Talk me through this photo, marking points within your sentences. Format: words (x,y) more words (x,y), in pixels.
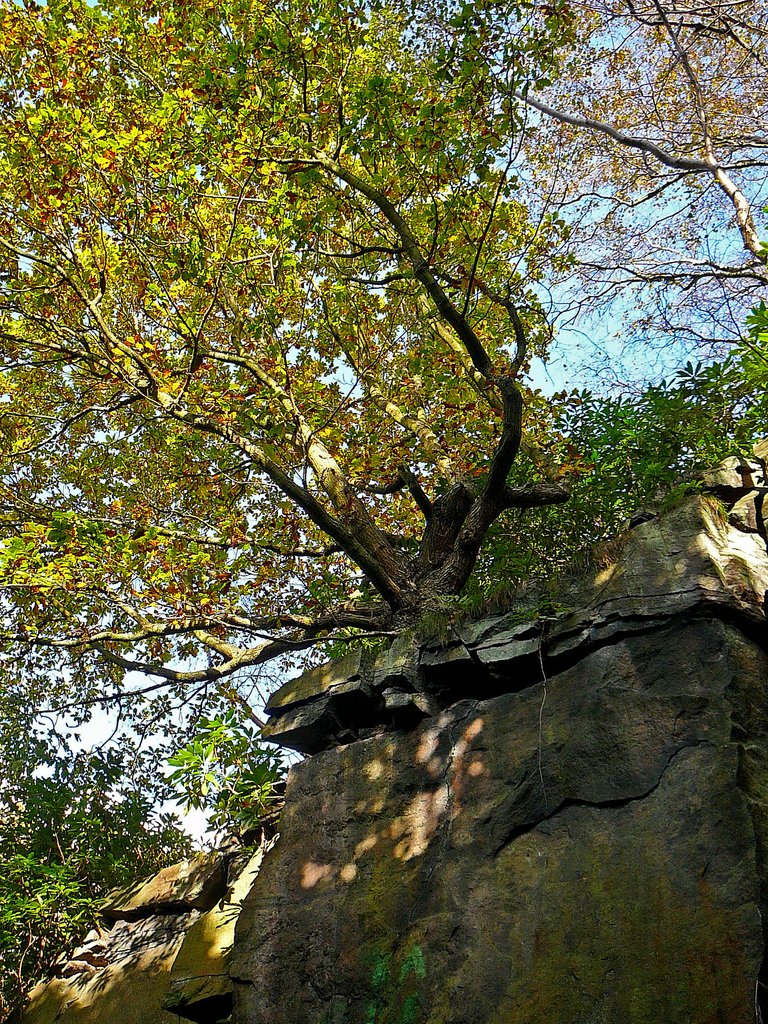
In this image I can see a rock (338,737) and I can see trees (509,215) visible on the rock (369,693) and the sky (588,323) visible back side of the rock (336,750).
